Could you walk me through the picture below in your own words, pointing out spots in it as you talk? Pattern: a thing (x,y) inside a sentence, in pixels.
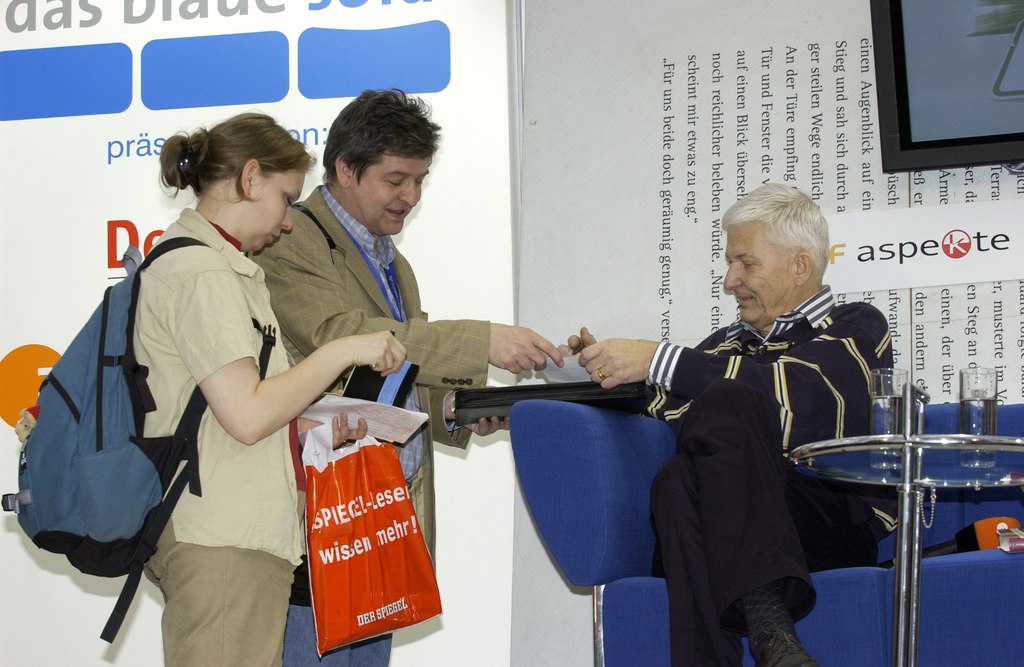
On the background (554,82) we can see banners (777,111). This is a screen (901,109). Here we can see one man (707,417) sitting on a sofa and this is a table (909,486). We can see a woman (245,390) and a man (395,182) near to this man (613,384). She is holding a carry bag (379,554), a book (382,397) and a paper (374,416) in her hands (388,363). She wore backpack (169,465).
